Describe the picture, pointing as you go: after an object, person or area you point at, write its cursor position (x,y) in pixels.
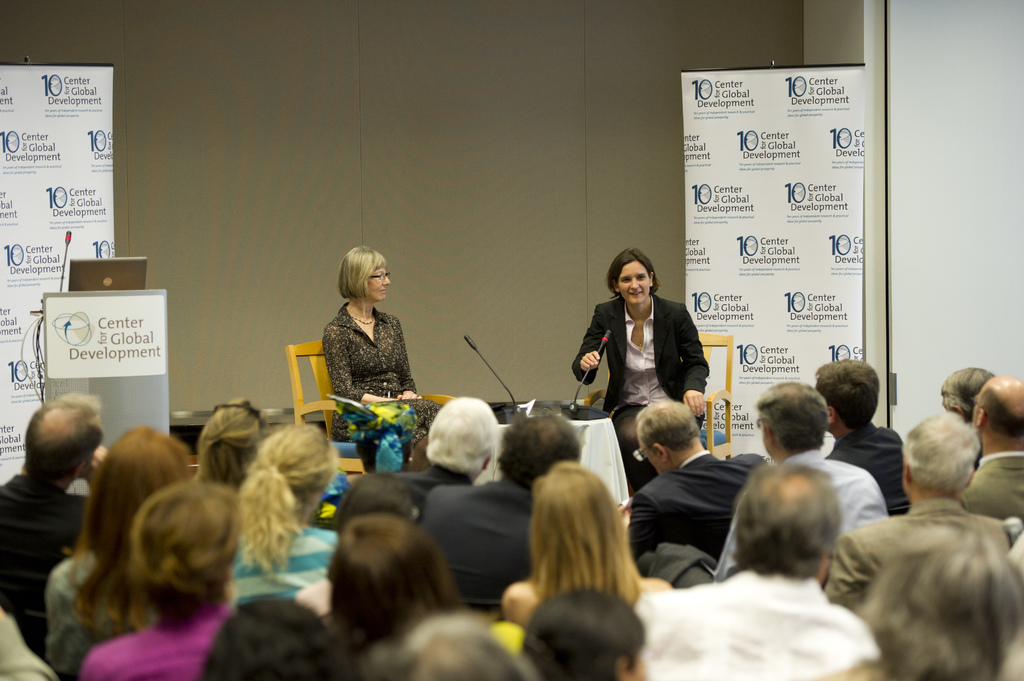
In the foreground of this image (509,557), there are persons (584,591) sitting. In the background (371,353), there are two women (381,364) sitting on the chairs (297,373) in front of a table (585,424) on which there are two mics (578,410) and we can also see a podium (100,307) with laptop (90,280) and mic (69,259), two banners (779,190) and the wall (533,98).
